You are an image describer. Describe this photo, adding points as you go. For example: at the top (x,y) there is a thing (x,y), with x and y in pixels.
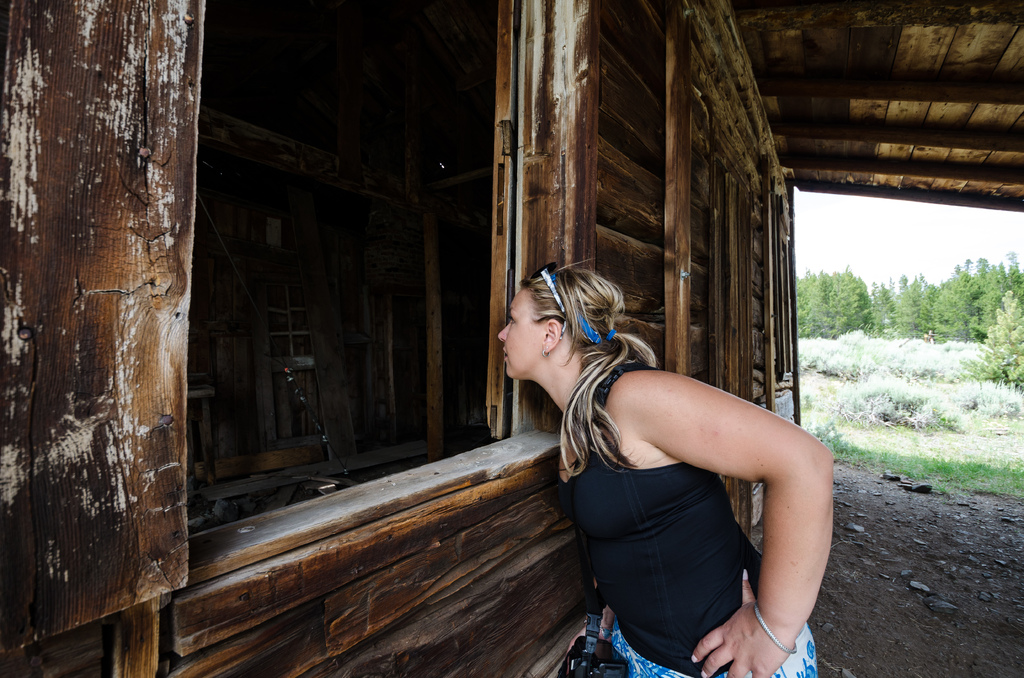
In this picture I can observe a woman (591,432) in the middle of the picture (576,404). In front of her I can observe a house (419,252). In the background (867,223) there are trees (863,285) and sky (858,239).
